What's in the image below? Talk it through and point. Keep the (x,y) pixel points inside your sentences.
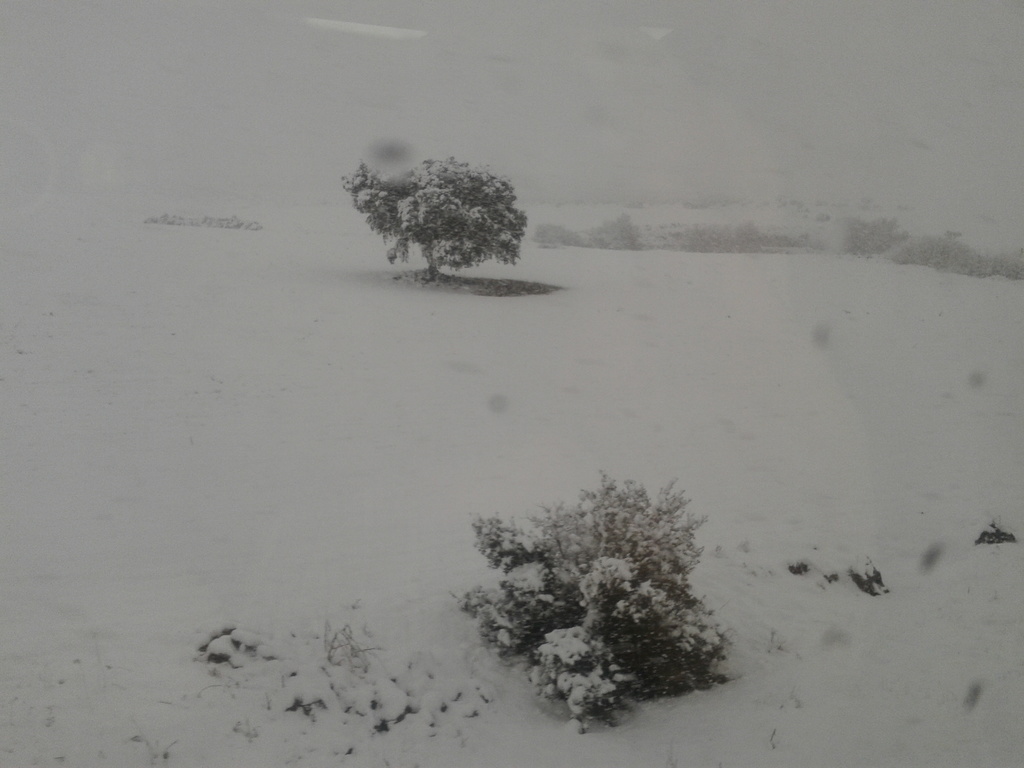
As we can see in the image there is a snow (315,416), plant (607,536) and a tree (464,213).
